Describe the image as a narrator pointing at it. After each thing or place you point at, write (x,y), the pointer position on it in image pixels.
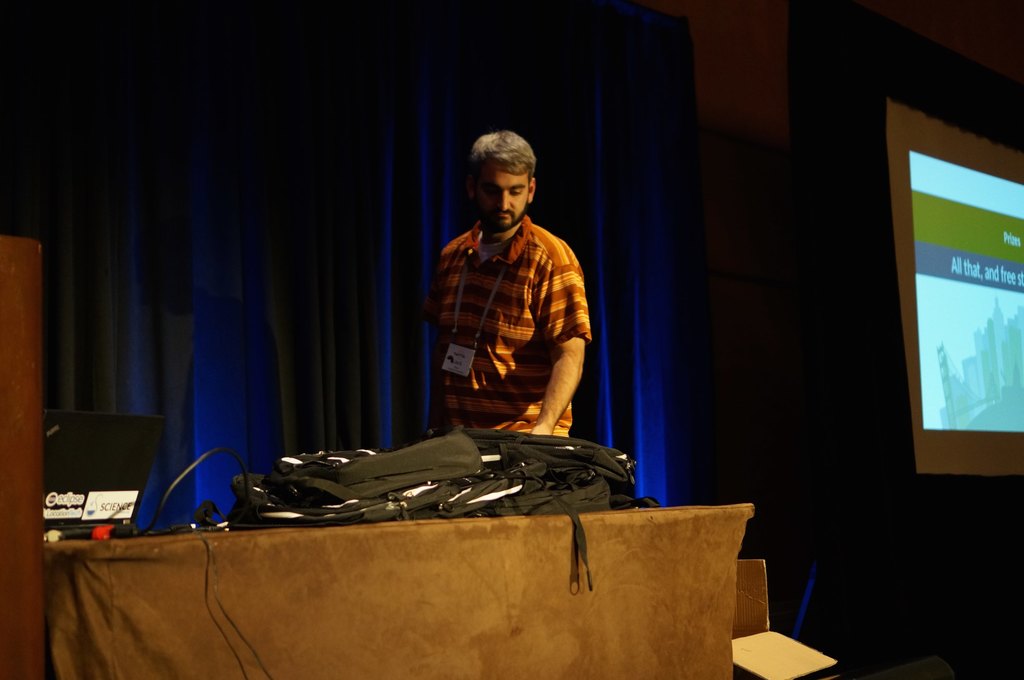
In this picture we can see a man (480,337) is standing behind the table (492,529) and on the table (369,571) there are bags (354,475), laptop (140,491) and a cable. On the left side of the table (119,571) it is looking like a podium (23,426) and on the right side of the table (619,544) there is a cardboard box (751,581) and a screen (913,385). Behind the man (479,360) there is a curtain (426,370) and a wall (749,133).
